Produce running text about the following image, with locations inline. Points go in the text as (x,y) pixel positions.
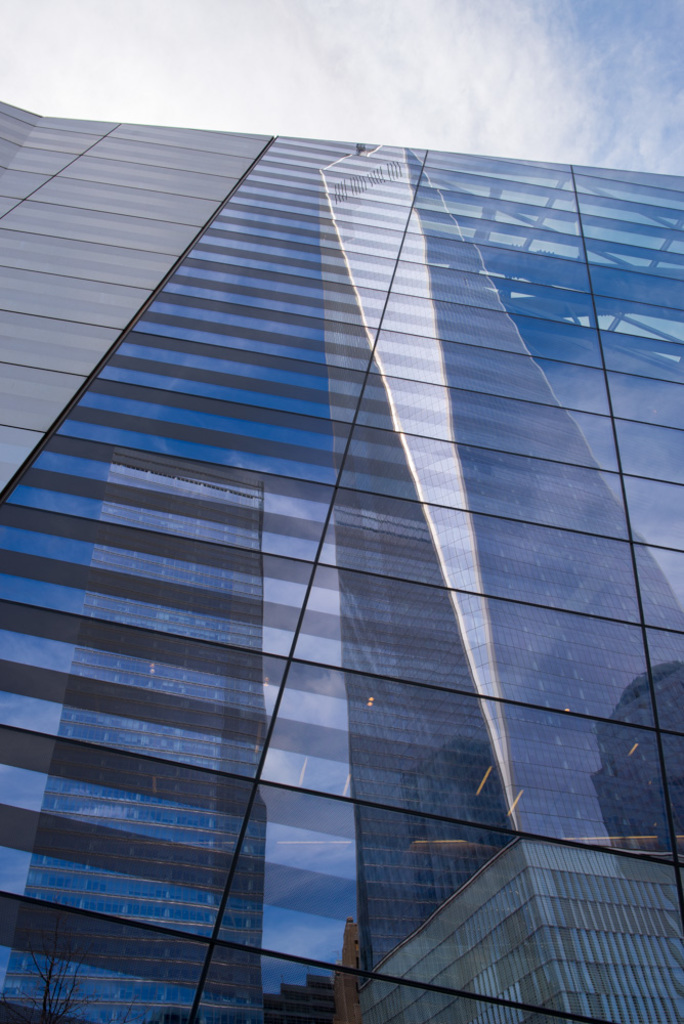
In this image there is a glass building (321,618) in middle of this image (289,487) and there is a sky (461,76) at top of this image (449,74).
